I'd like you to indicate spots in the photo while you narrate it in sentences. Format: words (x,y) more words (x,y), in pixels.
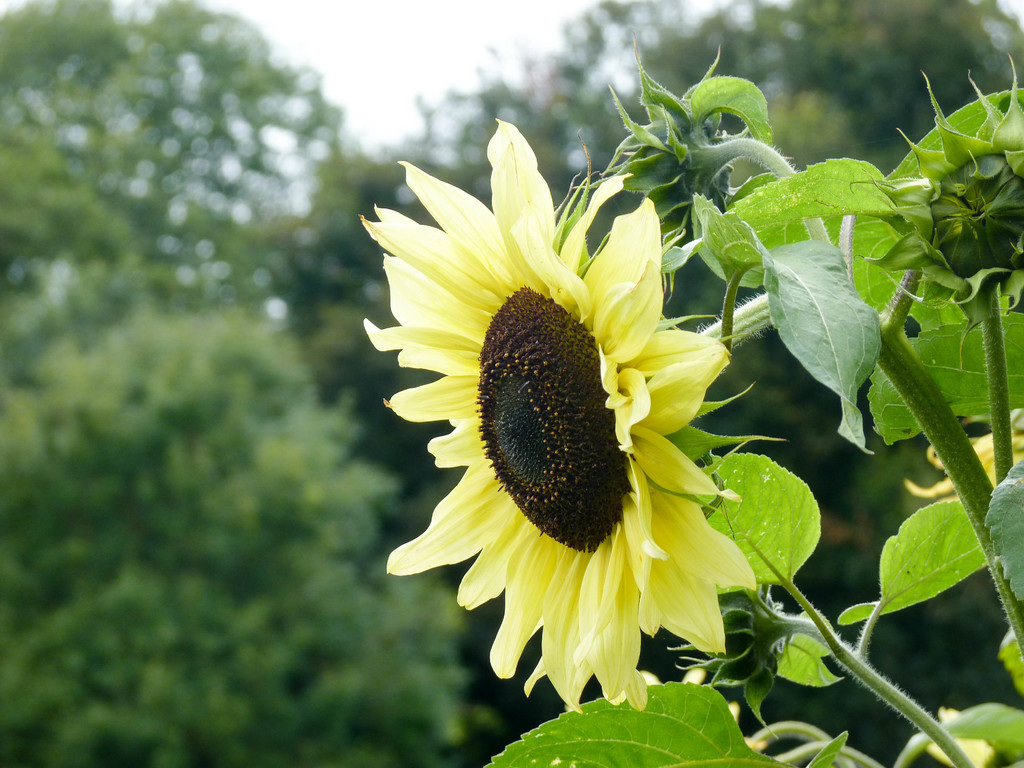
In the picture there is a sunflower (582,509) to the plant (921,565) and the background of the plant (805,269) is blur.
